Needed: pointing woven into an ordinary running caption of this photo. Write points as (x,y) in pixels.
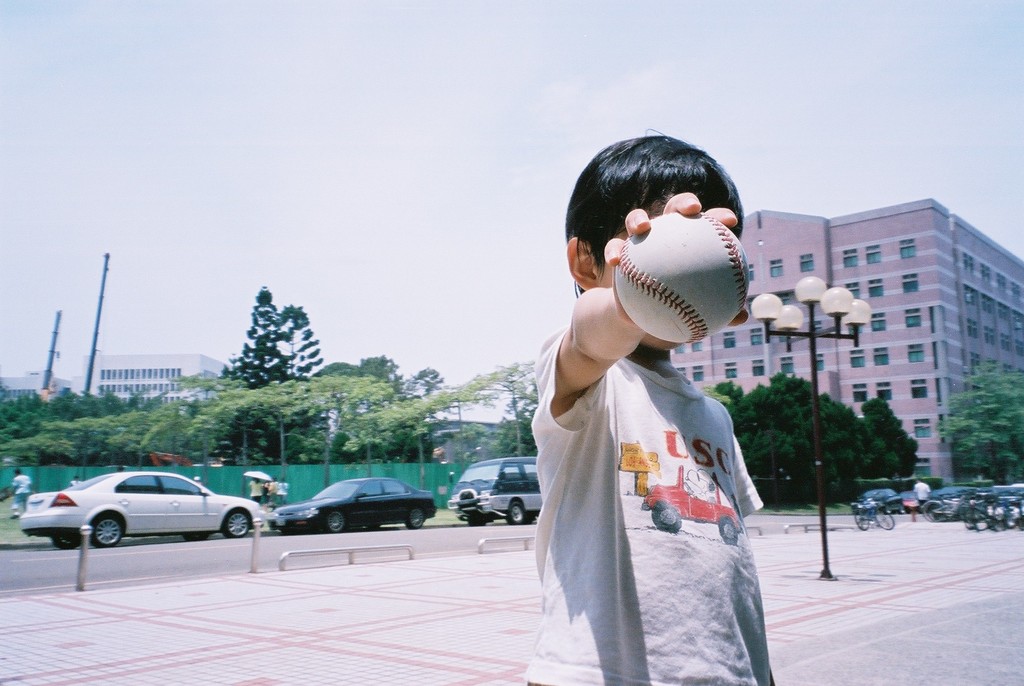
In this image we can see a child (653,417) holding a ball (659,306). In the background (236,515) there are vehicles (338,494). Also there is a cycle (885,512). And there are many people (925,485). And there is a pole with lights (807,280). And there are many trees (240,376) and buildings (872,294) with windows (908,290). And there is sky (419,149). Also there is a road (135,542).
